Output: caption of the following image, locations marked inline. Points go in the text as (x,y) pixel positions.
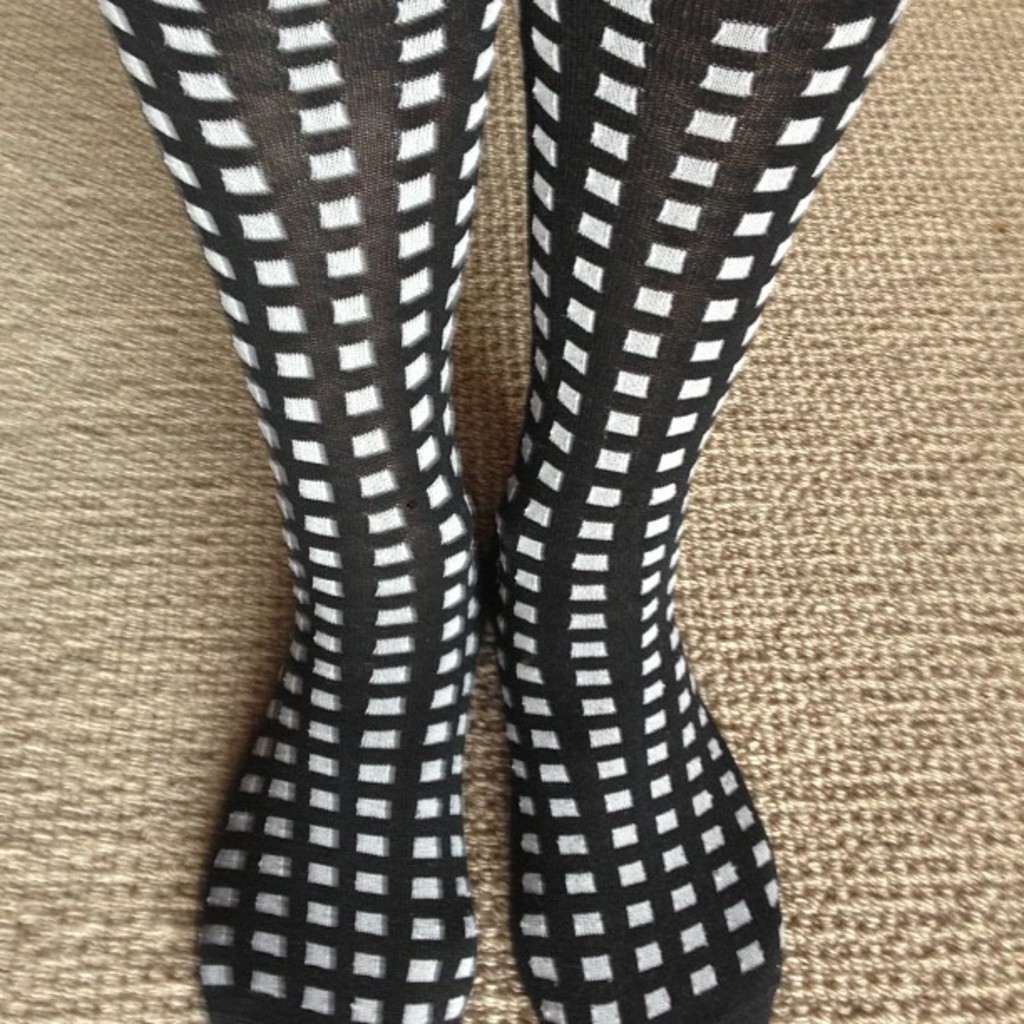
In the image we can see a pair of socks (357,396), black and white in color. Here we can see the carpet (860,612).
